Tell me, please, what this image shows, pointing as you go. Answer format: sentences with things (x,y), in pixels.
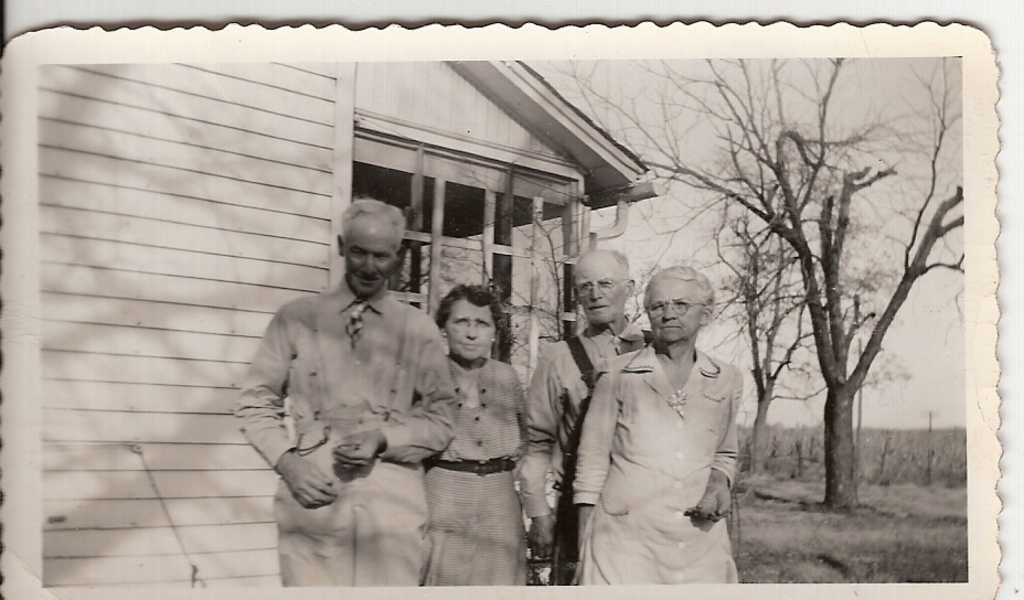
In this picture we can see a photo (712,408), in this photo (596,411) there are people (450,393) and we can see house (559,195), trees (850,483), grass (795,503) and sky (790,120). In the background of the image (1019,264) it is white.
